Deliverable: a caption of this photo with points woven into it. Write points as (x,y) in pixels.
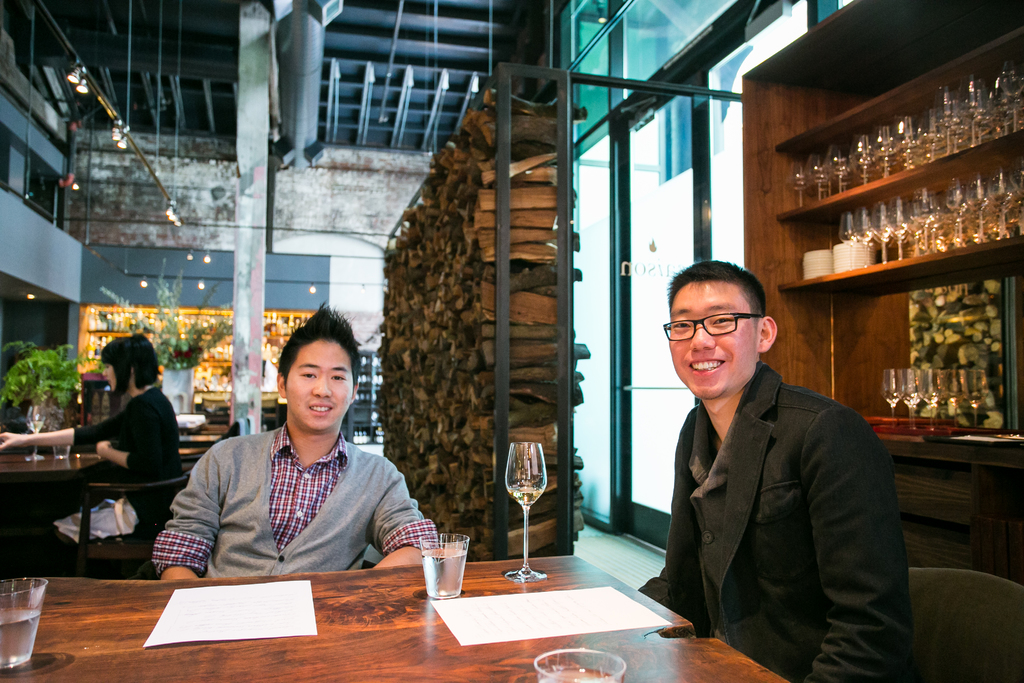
Here we can see three persons (666,609) are sitting on the chairs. These are the tables (364,597). On the table (346,677) there are glasses (438,550) and a plant (11,398). This is rack (989,254) and there are some glasses (927,373). Here we can see some wood (467,305). This is floor (625,542) and there is a door (623,284). Here we can see some lights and this is pole (256,227).
